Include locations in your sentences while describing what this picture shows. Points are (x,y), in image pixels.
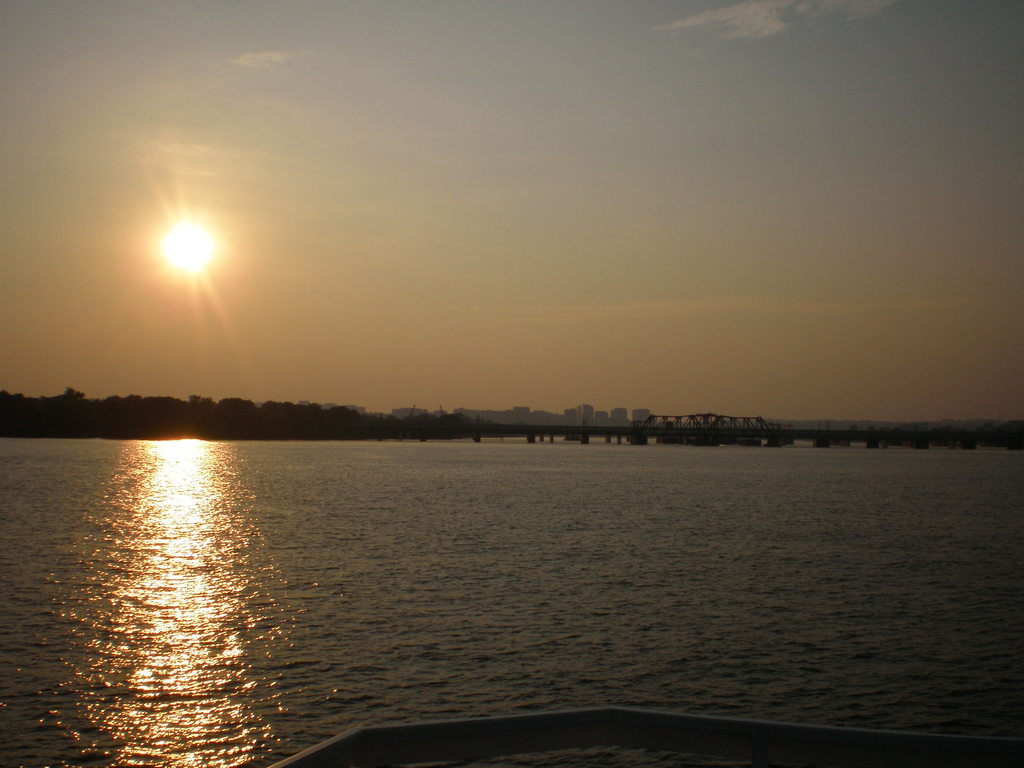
At the bottom of the image (459,733), we can see some object (474,724). In the background (497,223), we can see the sky (607,191), sun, buildings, one bridge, water (301,724) and a few other objects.
